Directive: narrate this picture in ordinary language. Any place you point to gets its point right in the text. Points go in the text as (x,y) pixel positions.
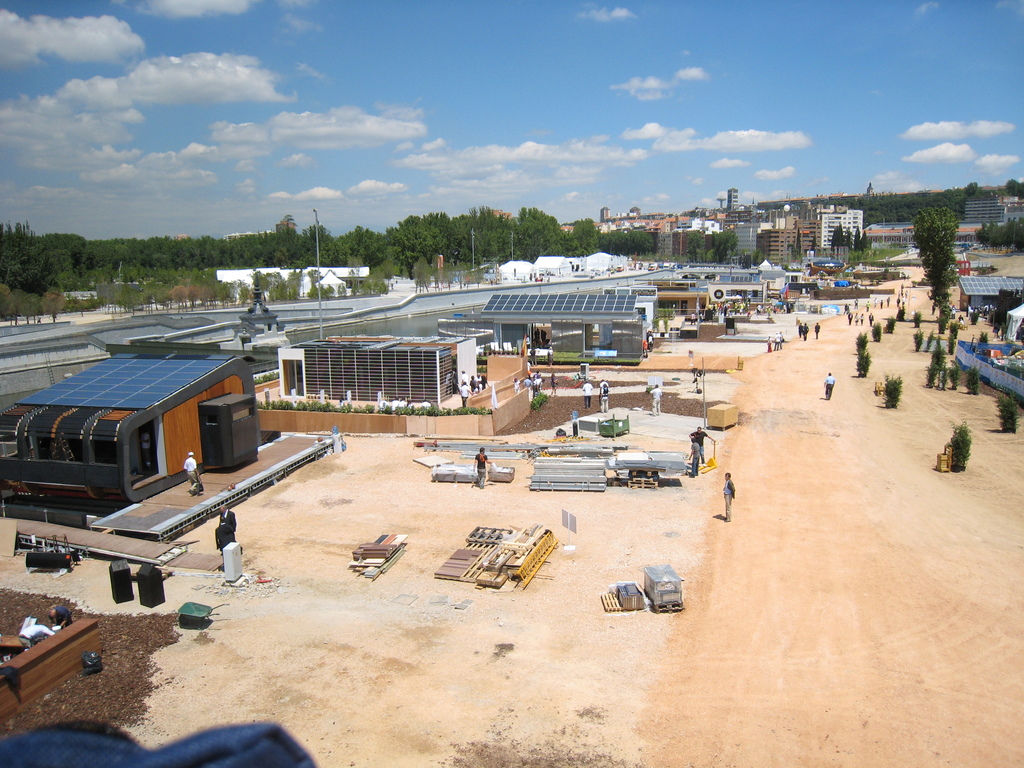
In the image we can see there are small houses (302,347) and buildings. There are iron items (570,451) kept on the ground (494,670) and there are people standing on the ground (791,343). Behind there are lot of trees (348,258).
